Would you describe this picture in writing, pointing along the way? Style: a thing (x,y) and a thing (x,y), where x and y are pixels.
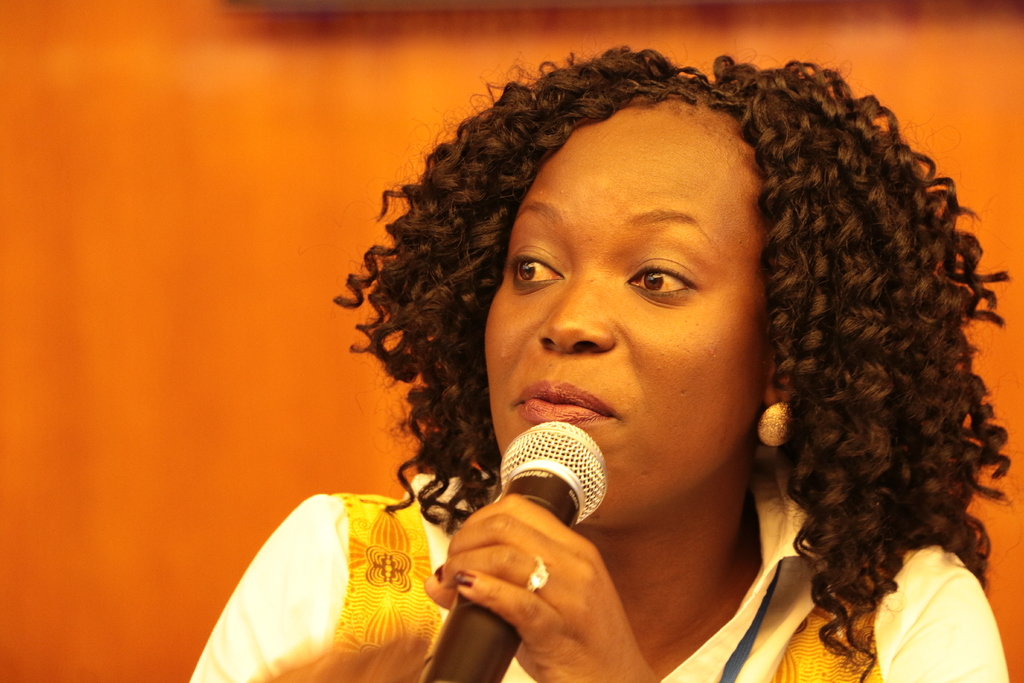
I can see in this image the woman (621,470) is holding a microphone (592,468) in her hand (531,603). The woman (528,611) is wearing a white color dress (319,587).
